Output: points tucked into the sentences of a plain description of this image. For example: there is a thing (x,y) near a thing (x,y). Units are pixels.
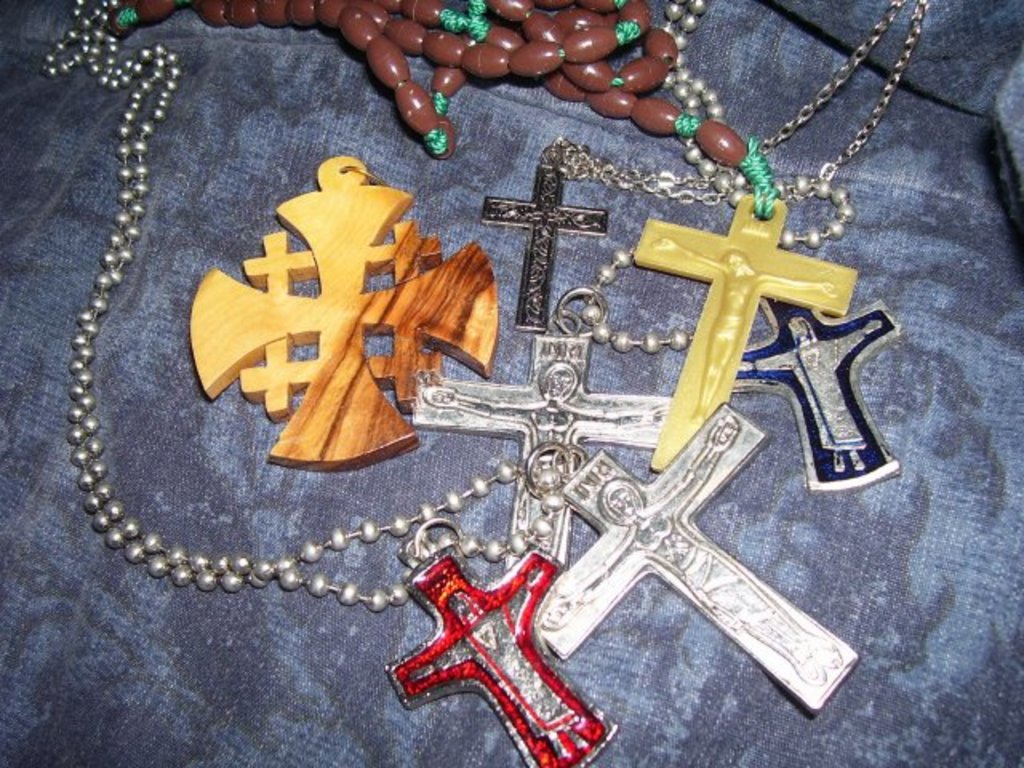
In this image we can see some chains (283,571) and pendants (625,488) placed on the surface (44,694).
